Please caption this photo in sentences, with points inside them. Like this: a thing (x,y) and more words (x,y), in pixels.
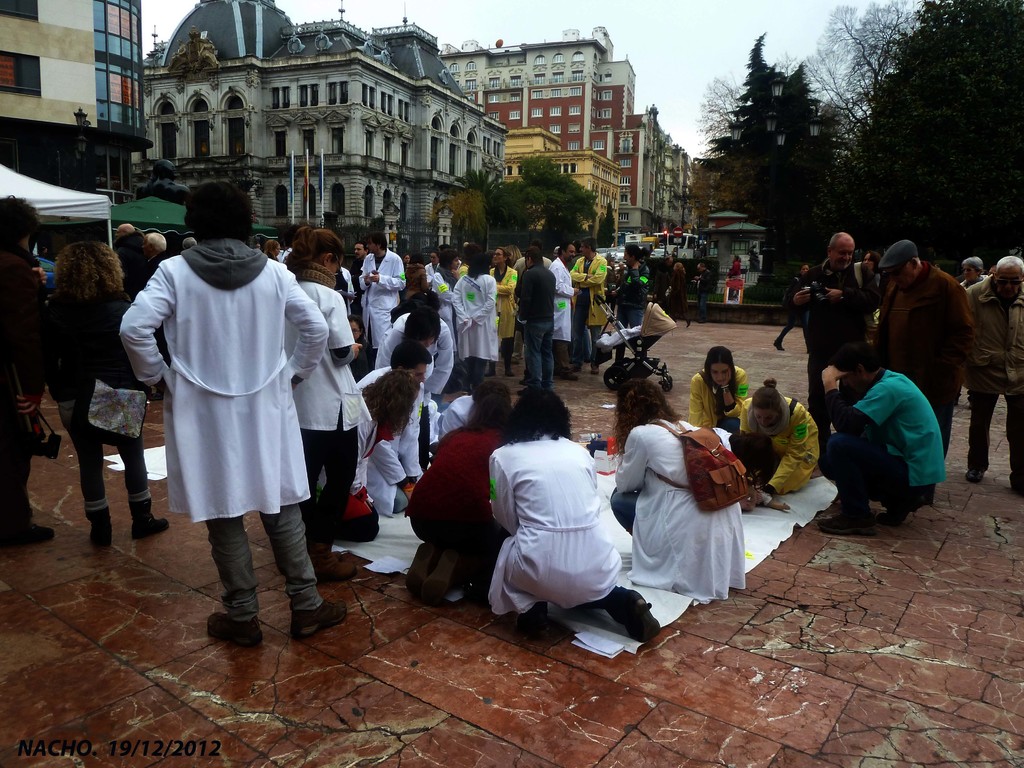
There are group of people (526,479) sitting in squat position. This looks like a stroller (633,352). I can see groups of people (699,312) standing. These are the buildings (404,125) with the windows (596,148). I can see the trees (847,193). This looks like a white cloth (773,525), which is placed on the floor (781,609). At the bottom of the image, I can see the watermark (31,754).
